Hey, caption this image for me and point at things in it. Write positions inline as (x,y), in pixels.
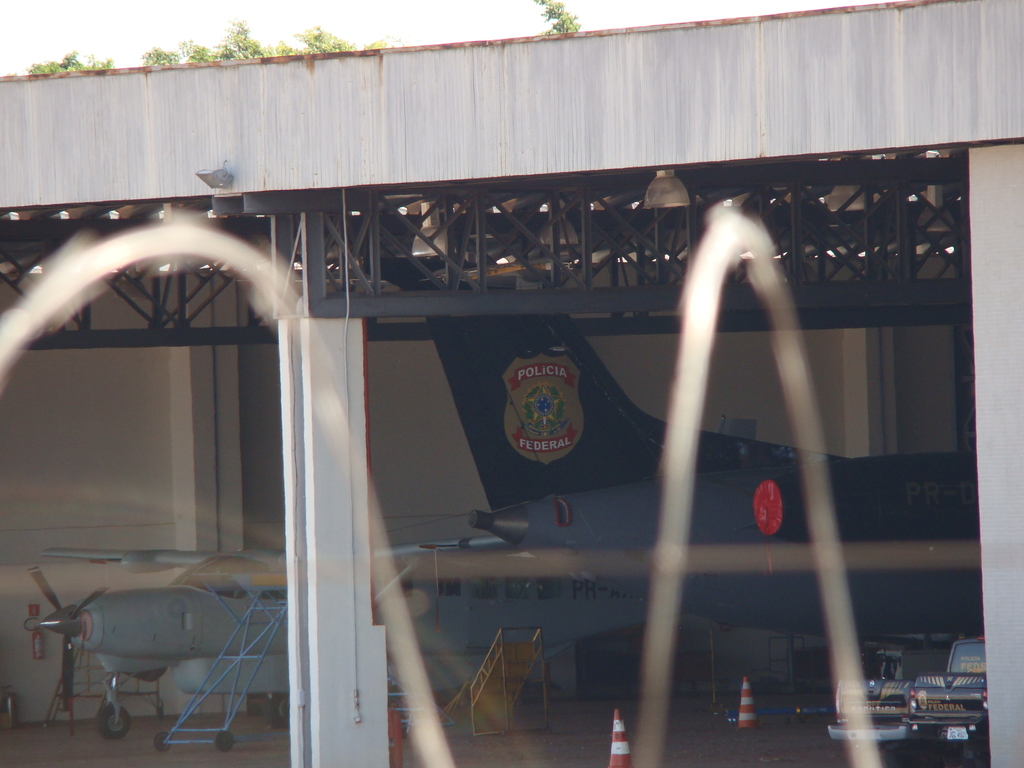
In this picture we can see a hangar (439,255) under which there are police aircrafts (552,549) parked on the ground (406,759).
